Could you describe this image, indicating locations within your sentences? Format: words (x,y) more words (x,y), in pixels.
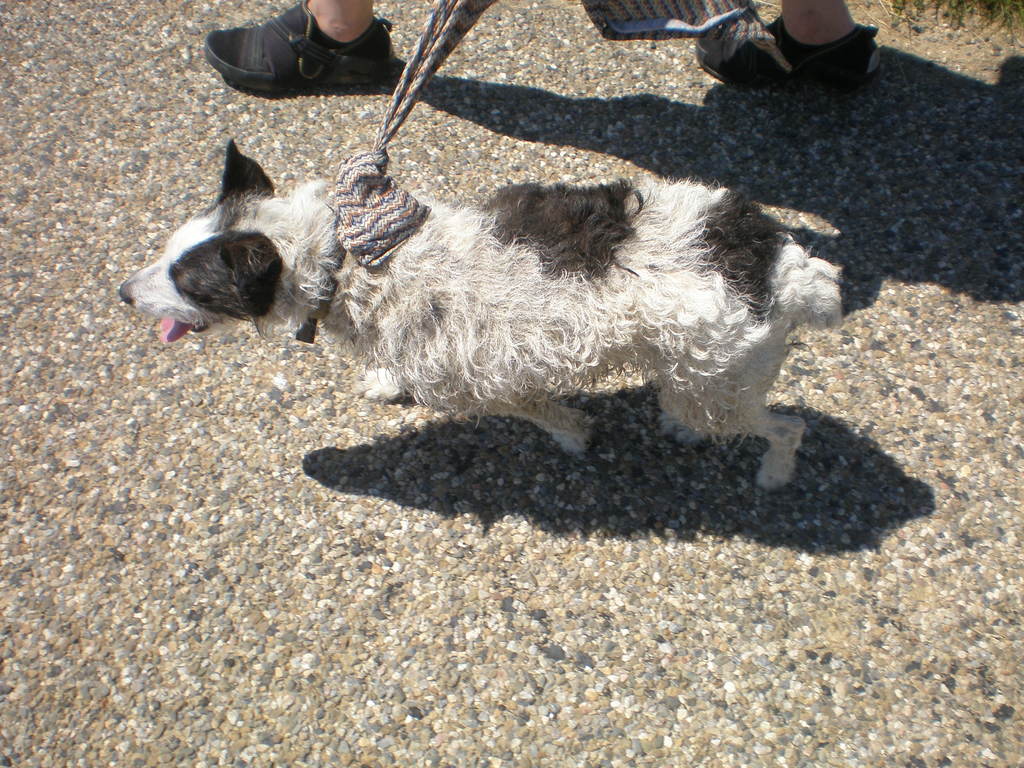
There is a person (805,24) walking on the road (479,60). Beside this person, there is a dog (502,191) in black and white color combination having a thread (359,212) on its neck (295,212), walking on the road (439,447), on which there are shadows (800,175) of both of them.
